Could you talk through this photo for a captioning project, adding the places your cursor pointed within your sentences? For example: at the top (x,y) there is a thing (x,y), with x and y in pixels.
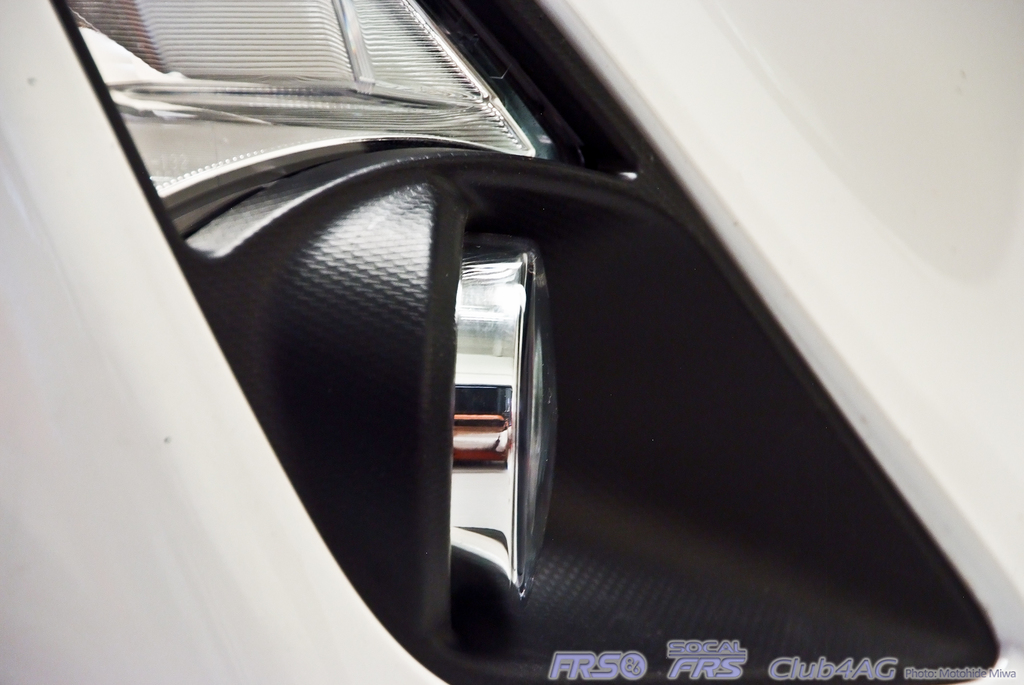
In this image, we can see the headlight (205,35) of a vehicle (180,304).
